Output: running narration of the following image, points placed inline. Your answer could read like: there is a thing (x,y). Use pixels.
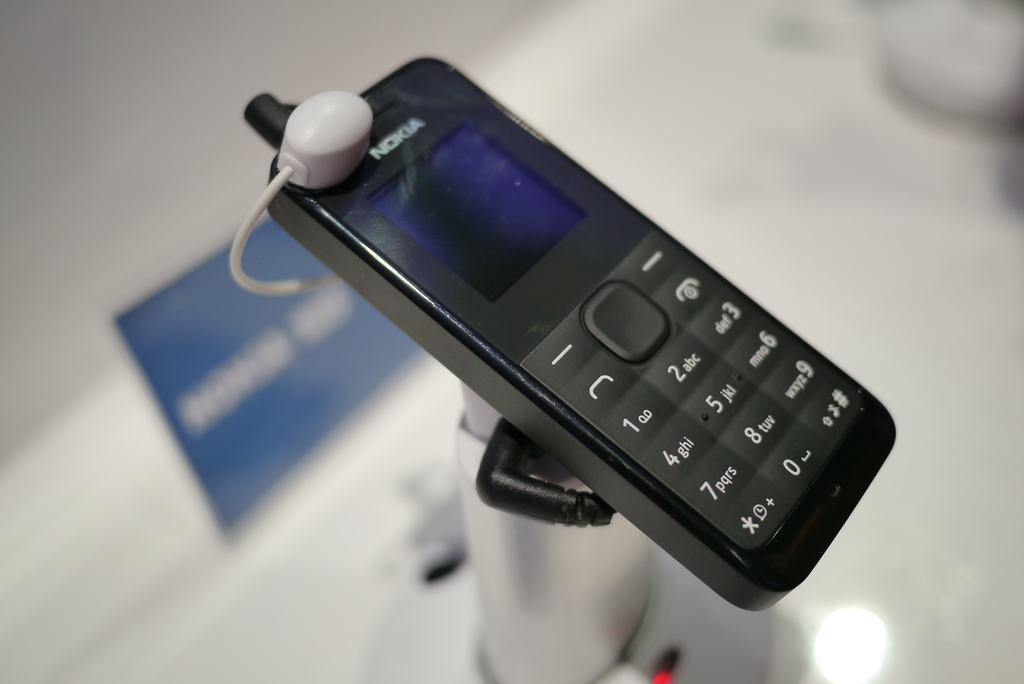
In this image we can see a mobile phone (512,239) with a connector (325,183) placed on the stand (600,531). We can also see a name board (305,423) on the surface (307,491).
